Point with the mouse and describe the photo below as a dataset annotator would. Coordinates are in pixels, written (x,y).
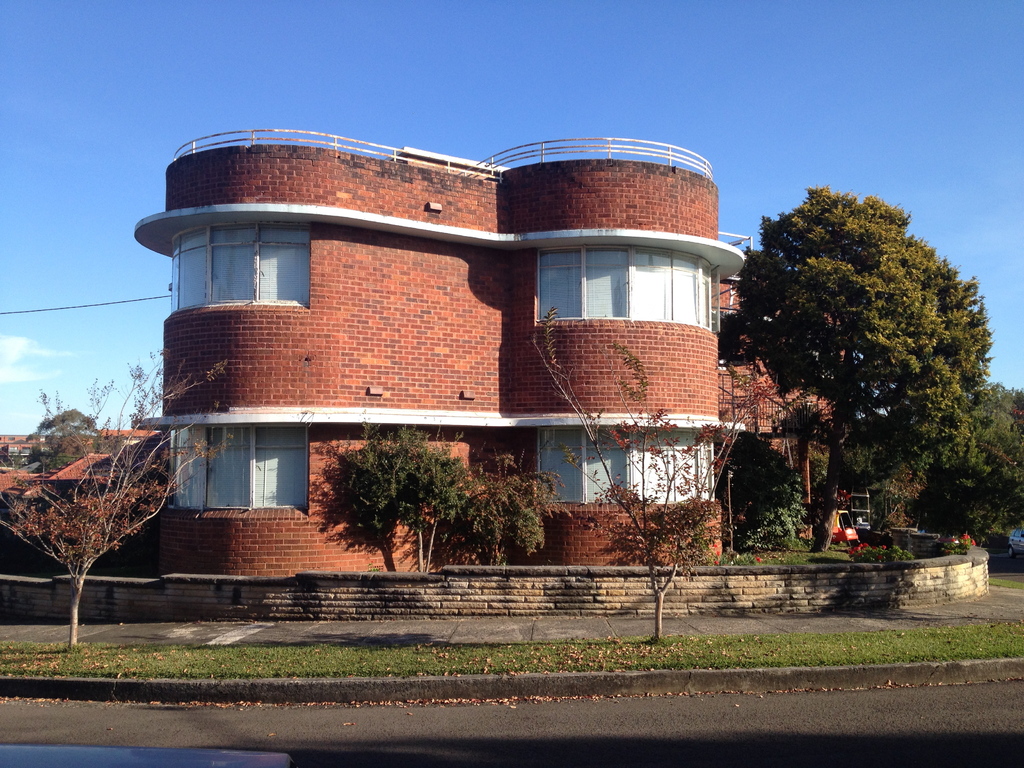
In the foreground of this image (458,761), there is a road (641,738) and on the left bottom (106,761), there is a vehicle top (105,757). In the background (243,314), there is a grass (527,656), pavement (629,624), tiny wall (549,590), trees (502,525), buildings (282,443), a cable (22,312), sky (103,312) and the cloud (5,349).
